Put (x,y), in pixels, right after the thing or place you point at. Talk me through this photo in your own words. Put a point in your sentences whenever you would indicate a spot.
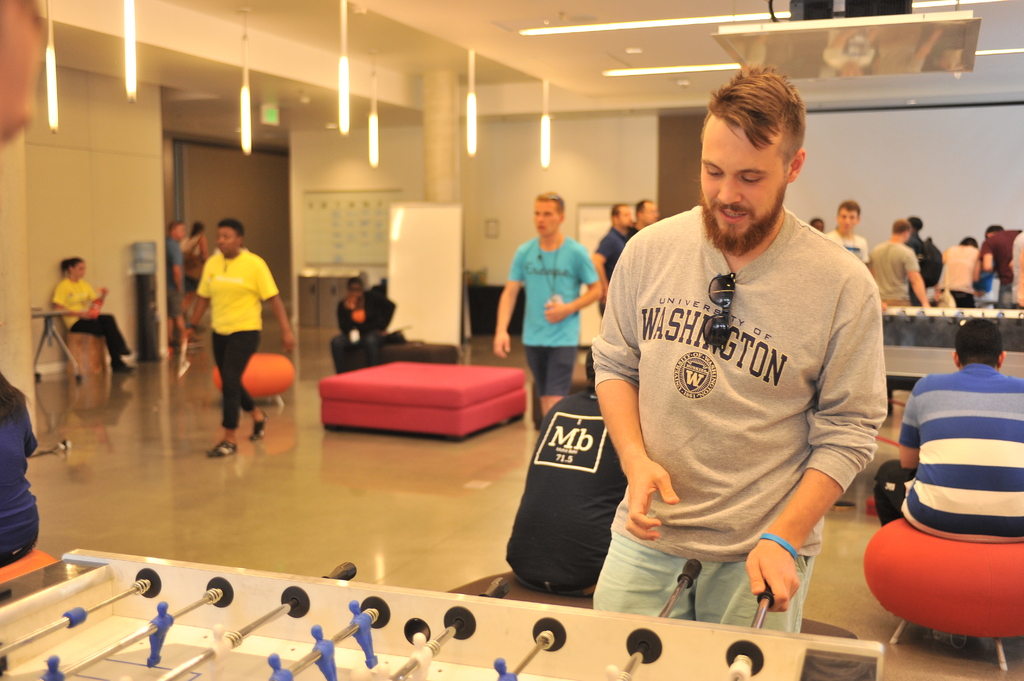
In this image there is a foosball table (340,622), people (714,603), lights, chairs (982,595), water can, boards (362,210) and objects (324,323). Among them few people (504,296) are walking and few people (954,480) are sitting. In the front of the image (668,266) a person (659,320) is holding a rod (765,610) and near that person (748,336) there are goggles (711,317).
